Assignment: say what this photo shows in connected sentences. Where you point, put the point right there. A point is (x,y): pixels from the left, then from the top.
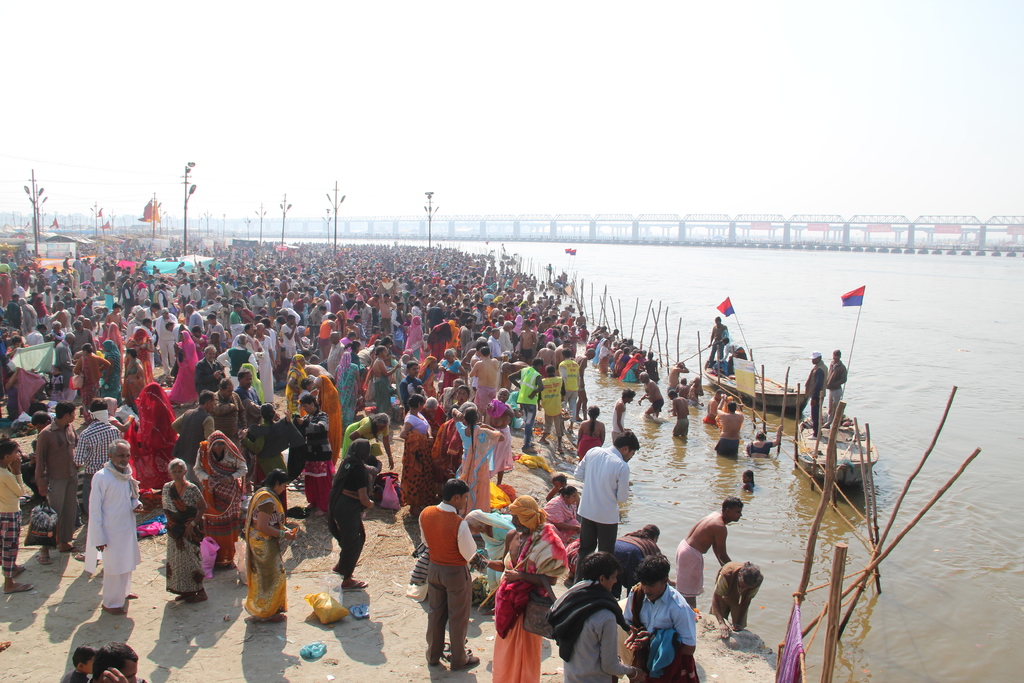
In this image I can see the ground (211,605), number of persons (206,361) standing on the ground (218,643), few poles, few lights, few wires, few boats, few flags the water (694,328) and a bridge (498,231). In the background (395,214) I can see the sky (325,97).
